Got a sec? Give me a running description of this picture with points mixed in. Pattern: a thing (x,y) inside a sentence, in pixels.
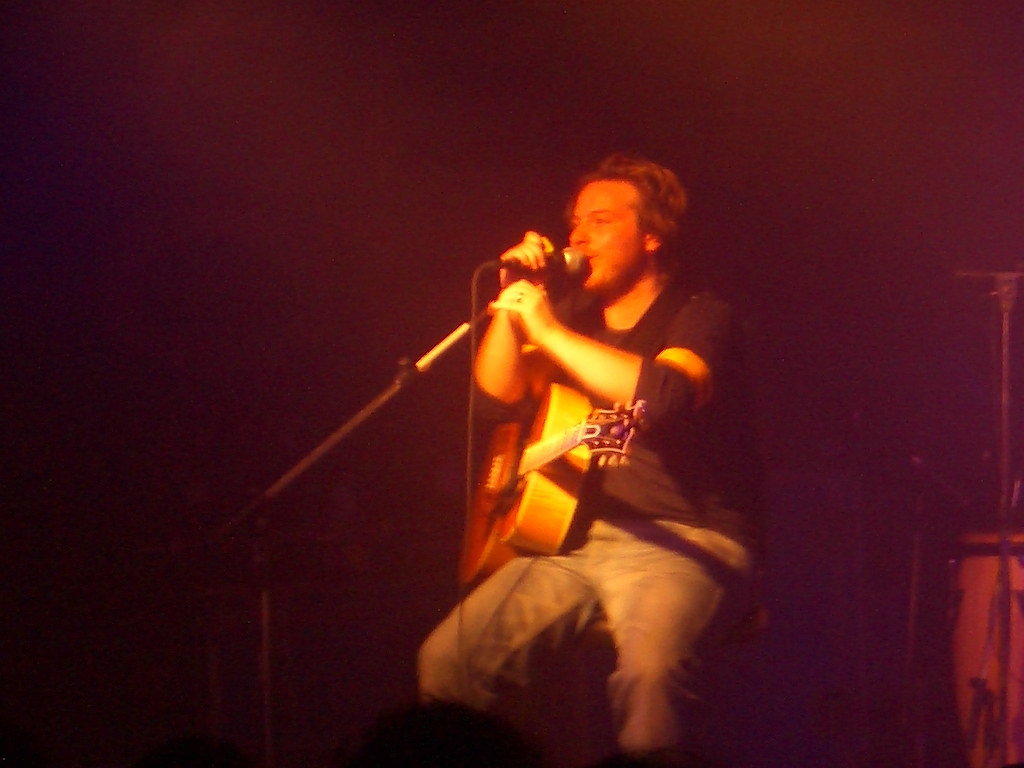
A man (633,200) is sitting on a chair (720,609) holds mic (539,273) and mic holder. He wore a guitar (553,508).
